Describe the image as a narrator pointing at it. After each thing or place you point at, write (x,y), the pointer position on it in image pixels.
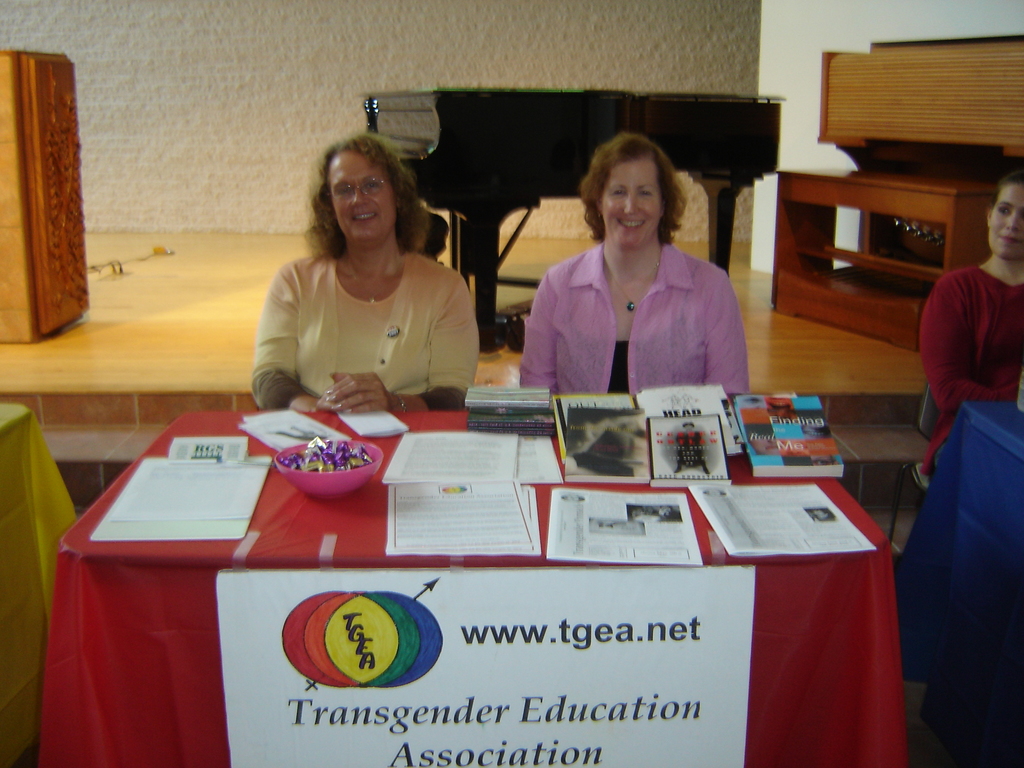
In this image, 3 peoples (936,381) are sat on the chair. In-front of them, we can see few tables (776,629) that are covered with blue, red and yellow. There are so many items (500,433) are placed on the table (509,560). Here we can see banner (453,701) at the bottom (432,637). And back side, we can see few musical instruments (637,132) and wooden tables (48,183). And here white color wall (312,73). And stage (187,332) here.
